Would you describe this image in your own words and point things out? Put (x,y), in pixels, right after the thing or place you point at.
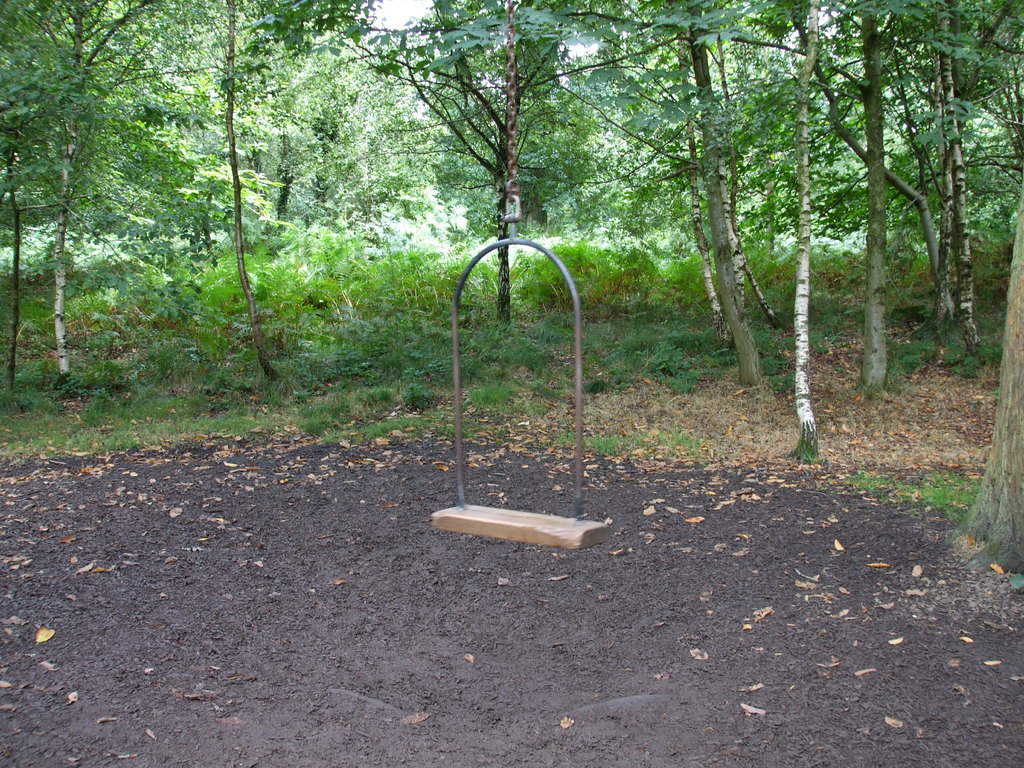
In this image we can see a swing (461,508) hanging from the tree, there we can also see leaves (158,460), and, few plants (380,217) and trees (329,216).
